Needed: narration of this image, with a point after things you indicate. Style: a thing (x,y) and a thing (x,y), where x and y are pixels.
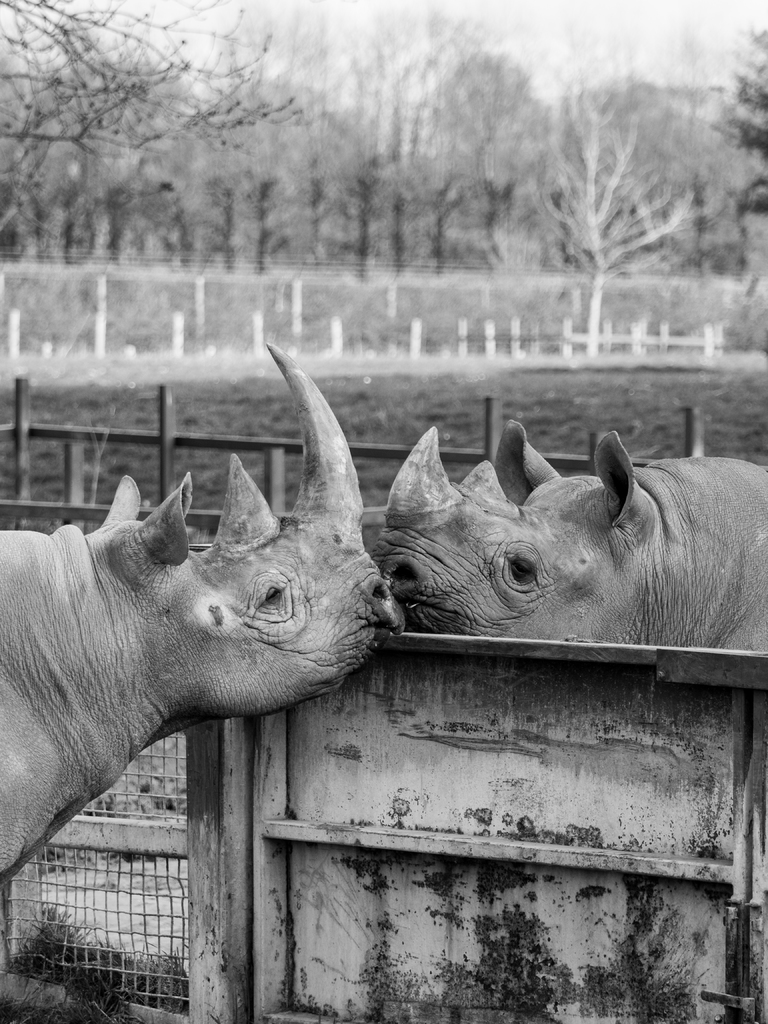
In this picture we can see two animals (329,493) at fence (569,719) and in the background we can see trees (411,209).
